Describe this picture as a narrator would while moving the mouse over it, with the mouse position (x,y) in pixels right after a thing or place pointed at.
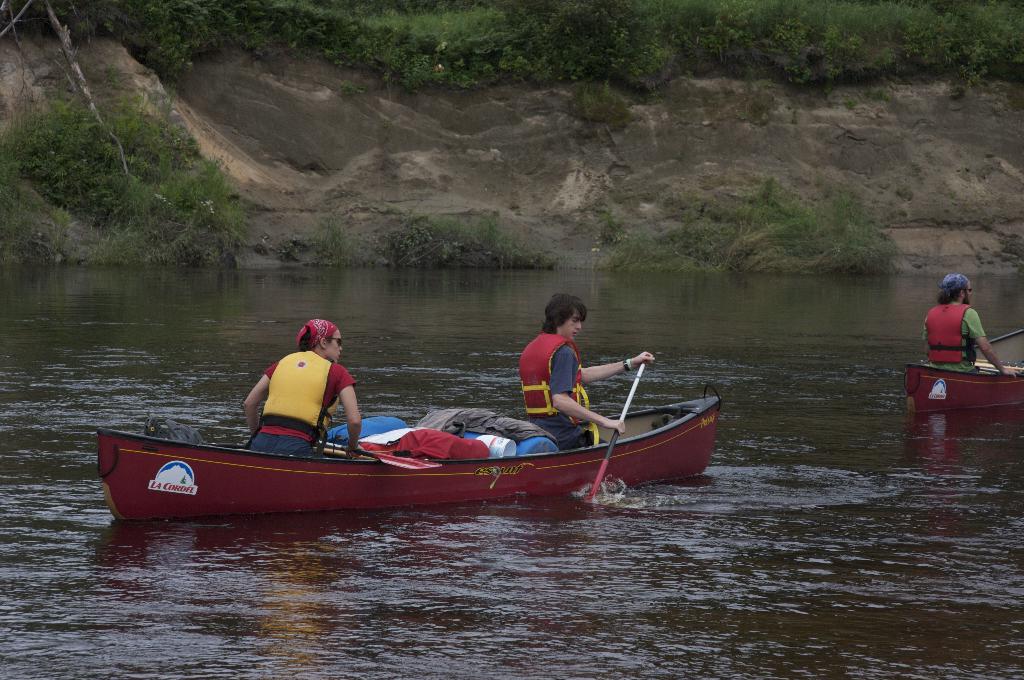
In this picture I can see couple of boats (579,461) in the water (984,561) and I can see few people (328,416) seated in the boats (921,386) and I can see plants (31,177) and trees (6,9) on the hill (586,91).
